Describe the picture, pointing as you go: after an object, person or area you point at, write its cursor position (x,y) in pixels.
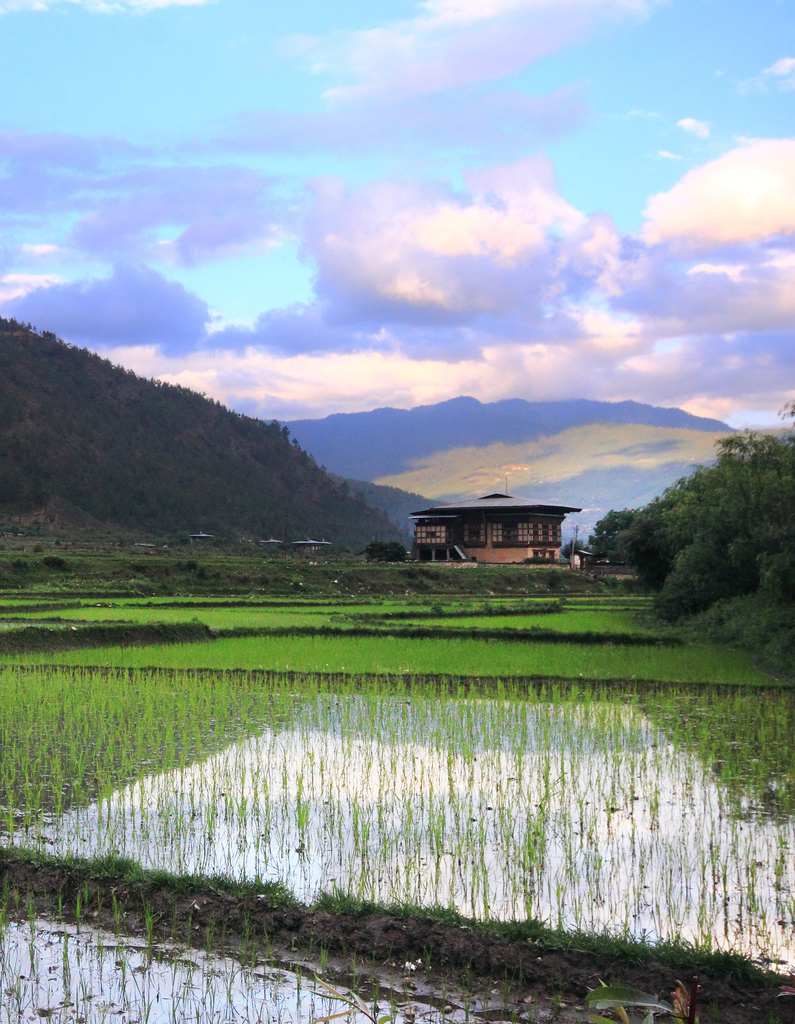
There is a field (459,825) and water (284,864). There is a cottage (427,545) at the back (480,541) and there are mountains (53,497). There are clouds (229,150) in the sky (229,150).
